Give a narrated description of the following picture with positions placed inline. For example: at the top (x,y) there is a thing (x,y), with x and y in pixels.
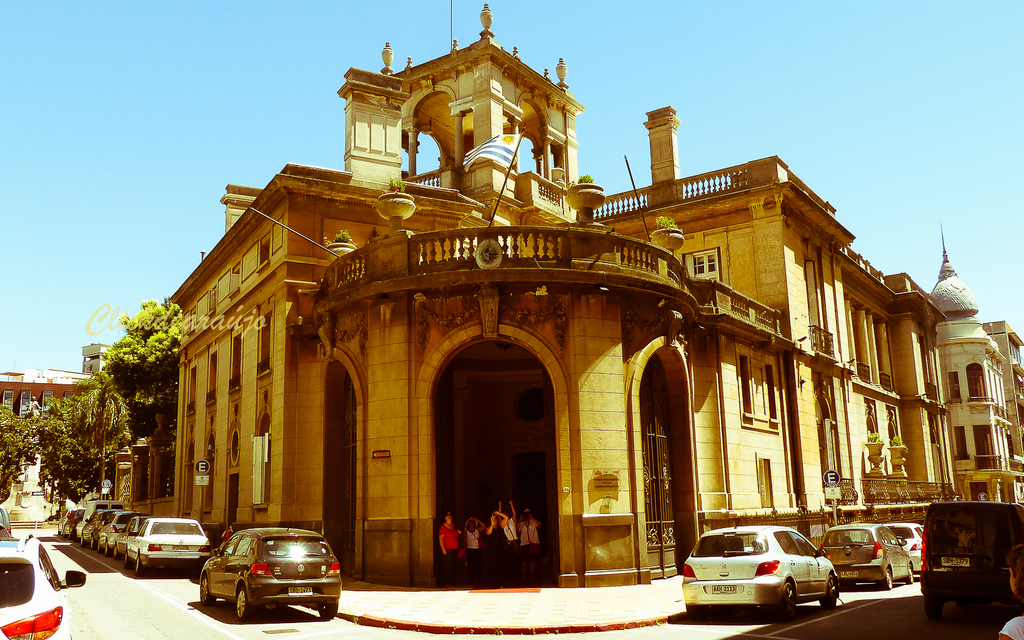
At the center of the image (431,359) there is a building (398,372). On the right (745,571) and left side of the building (384,374) there are some vehicles (760,593) are passing on the road (869,588) and some trees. In the background (823,72) there is a sky (707,80).
